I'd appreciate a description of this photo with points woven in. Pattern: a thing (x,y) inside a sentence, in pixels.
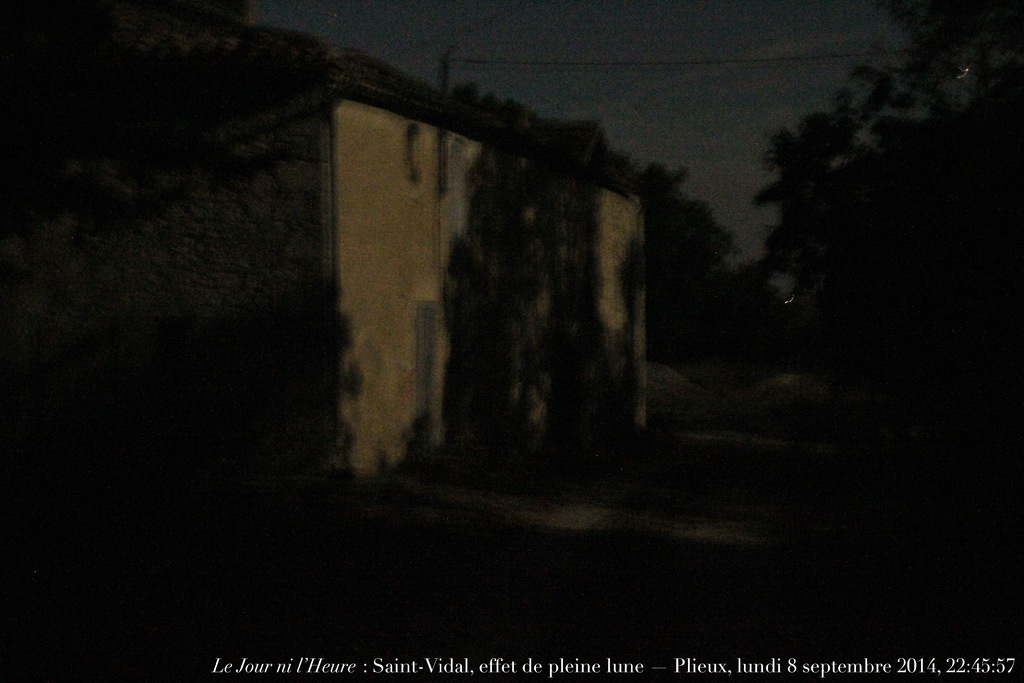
In this image I can see in the middle (367,337) it looks like a wall (497,335), on the right side (931,262) there are trees (861,343). At the top (748,85) it is the sky (749,85), at the bottom (751,658) there is the name (757,670) in the white color.
